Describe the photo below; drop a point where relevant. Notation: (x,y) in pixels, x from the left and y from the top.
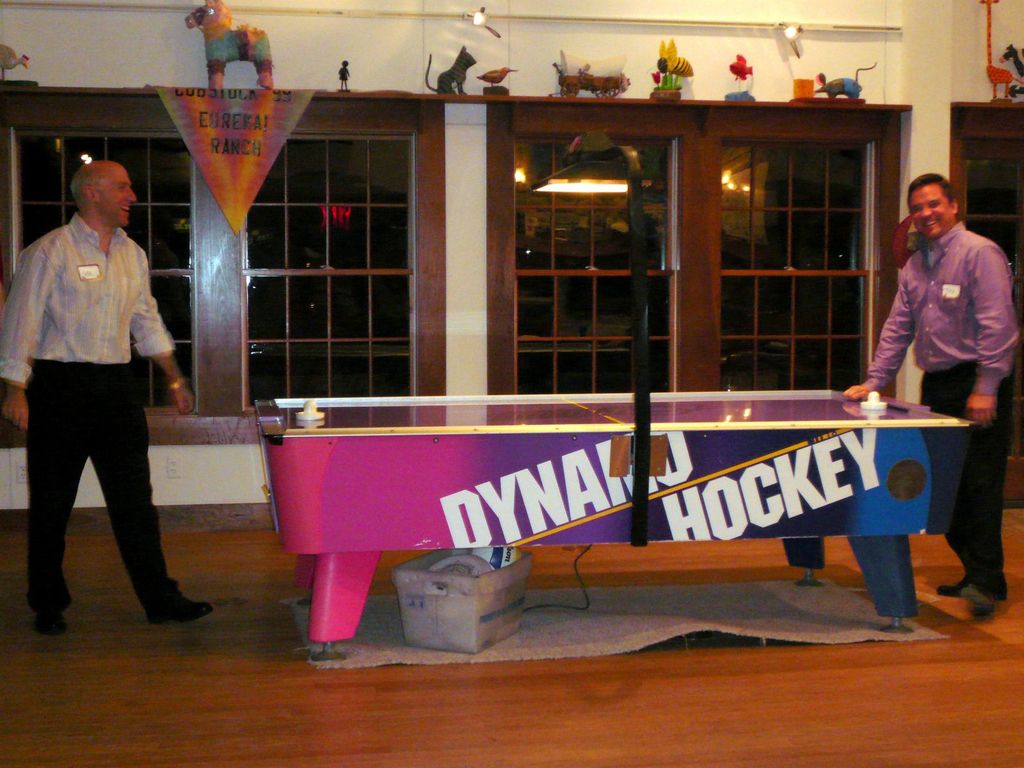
In this image, two peoples (1013,331) are standing near the table (611,459). They are smiling. Background (380,284), there is windows (742,235). Glass windows (510,222) and top of the window (729,233) we can see few toys (1008,58) are placed. In the bottom (378,733), there is a wooden floor (606,727), mat (585,617), some basket (470,594), few balls (512,560) are there on it.
